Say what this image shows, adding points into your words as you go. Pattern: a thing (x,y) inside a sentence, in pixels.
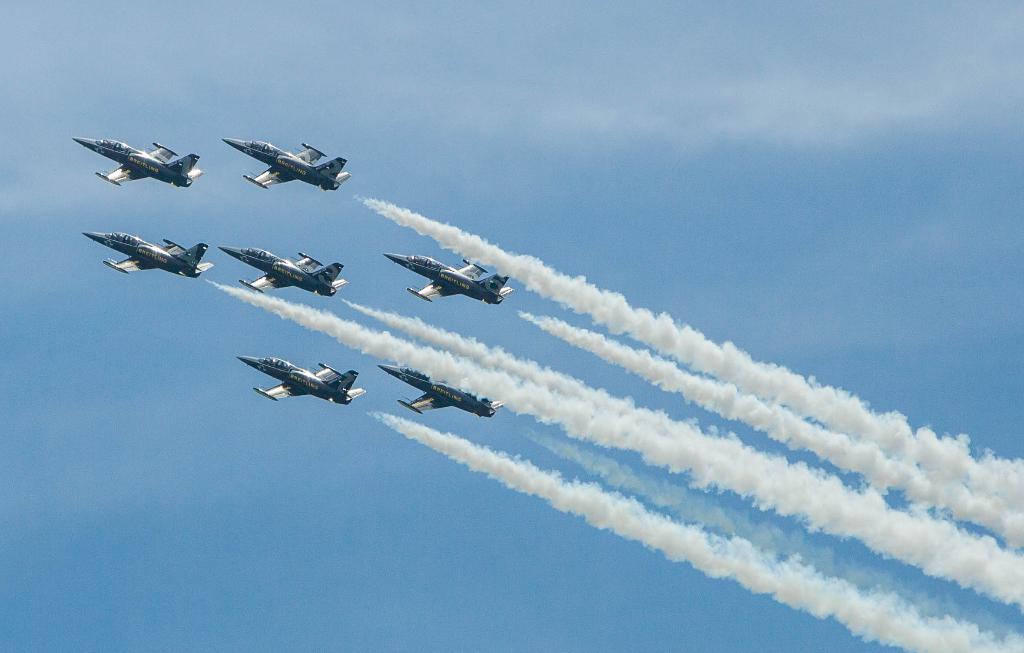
In this image I can see few jet planes (302,173) which are blue and white in color are flying in the air (219,219). I can see smoke (248,296) behind them. In the background (748,220) I can see the sky (716,156).
